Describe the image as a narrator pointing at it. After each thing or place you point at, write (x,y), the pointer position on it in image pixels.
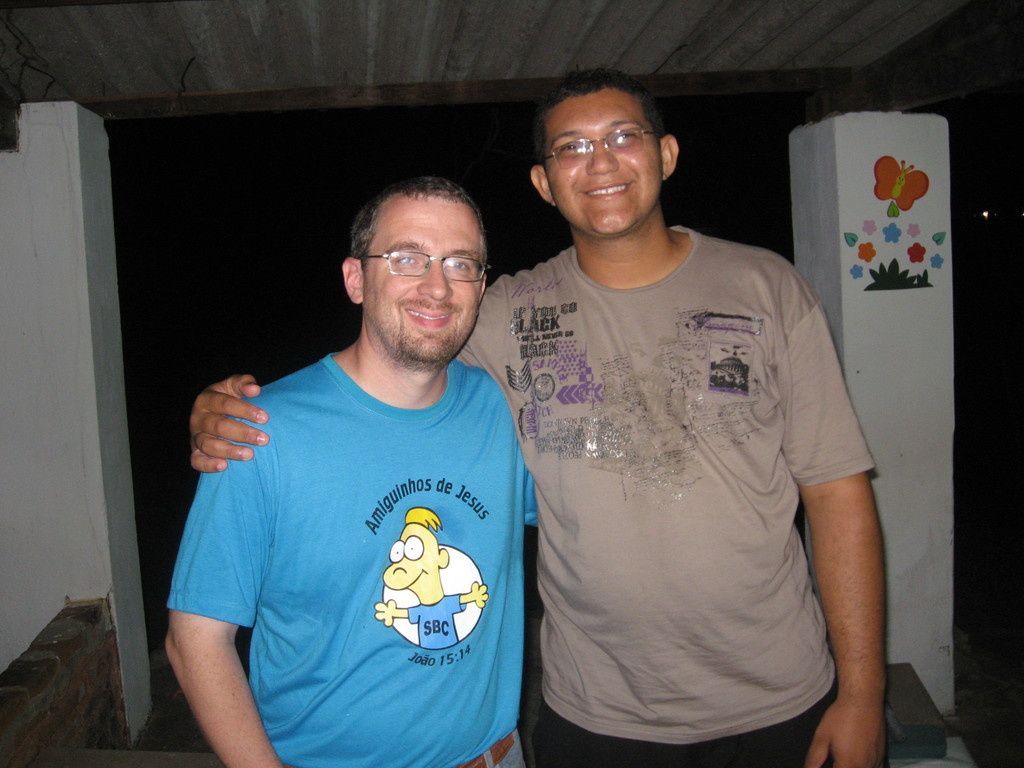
In this picture we can see two men (716,503) and they are smiling. They wore spectacles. Here we can see a pillar (897,561), painting (932,231), and wall (43,532). There is a dark background (738,208).
